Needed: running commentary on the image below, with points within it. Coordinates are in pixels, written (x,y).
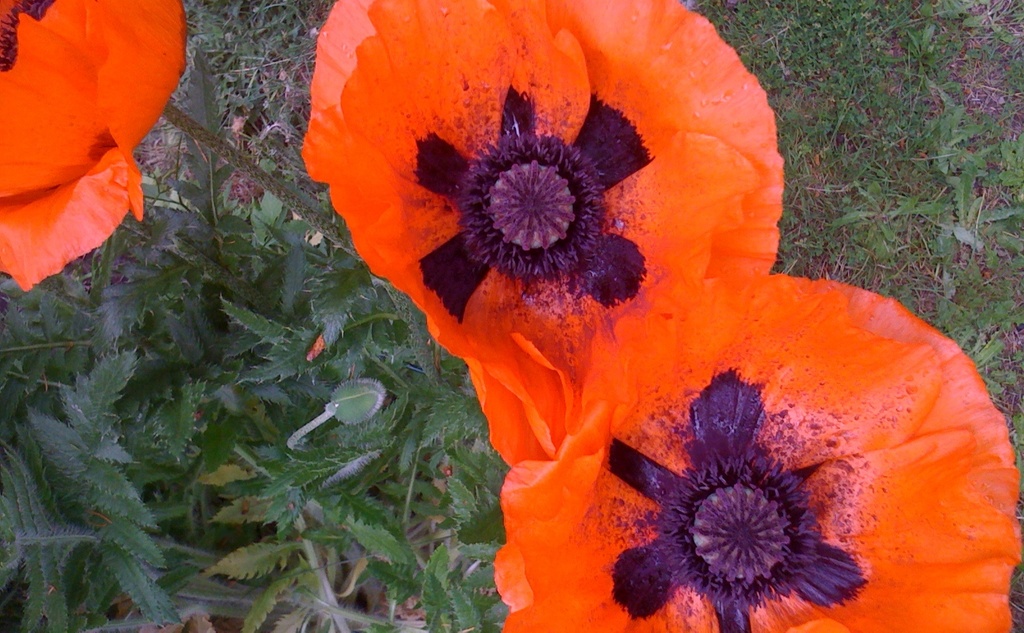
In this image I can see few orange colour flowers (75,239) and number of green colour leaves (298,385) in the front (162,386). On the right side of this image (831,153) I can see grass (885,136).
